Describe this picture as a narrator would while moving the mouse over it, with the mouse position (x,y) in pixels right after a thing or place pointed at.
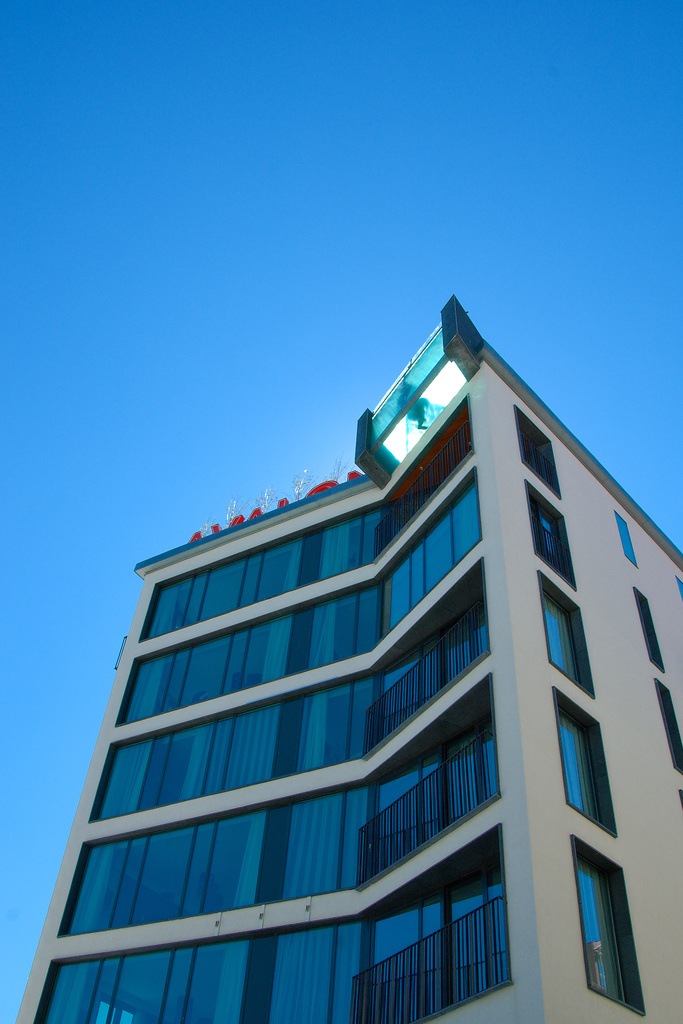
In this image, we can see a building (374,513). We can also see some objects (368,464) on the top of the building (310,496). We can also see the sky (317,339).
